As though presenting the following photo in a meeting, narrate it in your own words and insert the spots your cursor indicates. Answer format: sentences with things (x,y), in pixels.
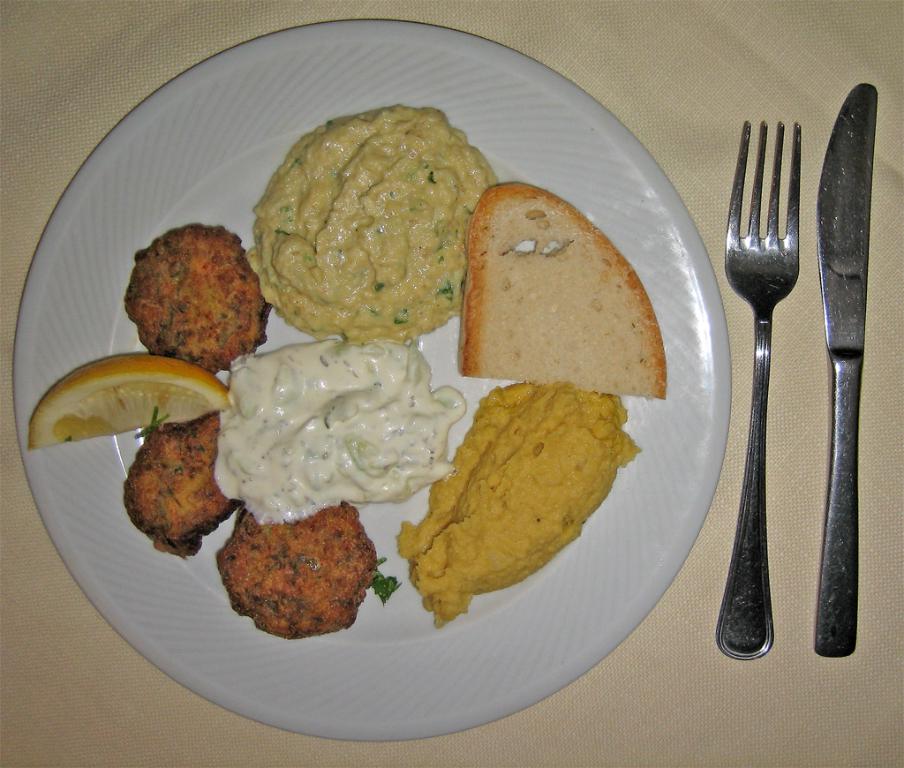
In this image we can see a fork (798,125), knife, and a plate (109,458) on the cloth (64,659). Here we can see food items (368,401) in a plate (292,332).
